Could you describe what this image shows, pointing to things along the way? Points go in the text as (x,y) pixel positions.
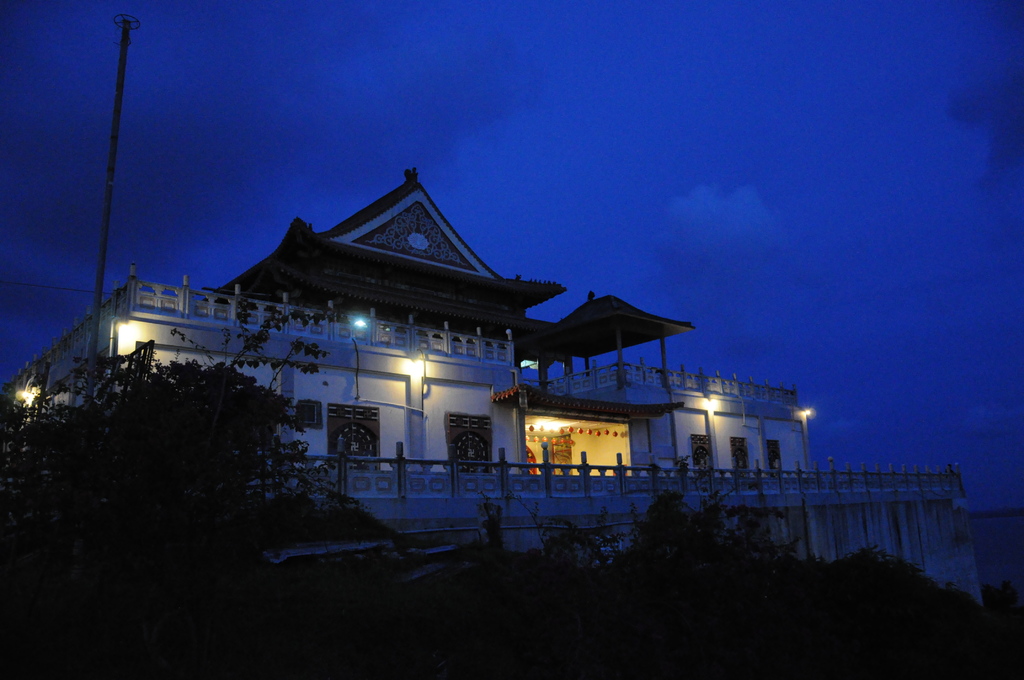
In this picture we can see the buildings (689,441). At the bottom (553,554) we can see plants (479,555) and trees (736,574). On the right side (837,481) we can see fencing (739,494). At the top (593,55) we can see sky (533,76) and clouds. On the left (99,274) there is a pole (112,185) near to the wall (85,356).
